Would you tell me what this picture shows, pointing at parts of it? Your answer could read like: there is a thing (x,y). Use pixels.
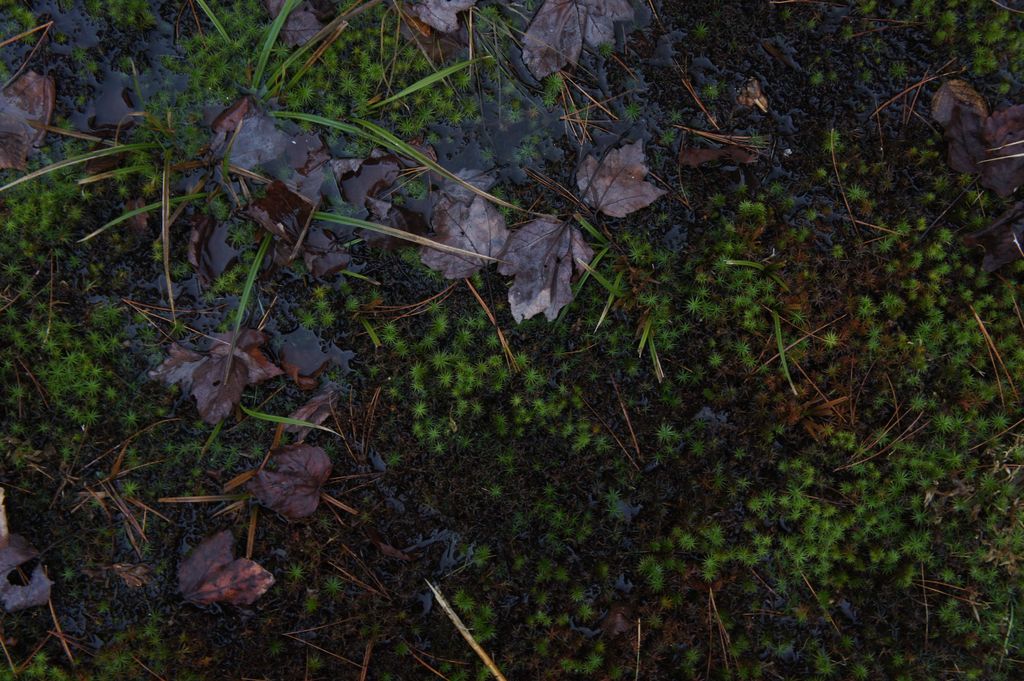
In this image, we can see the ground (379,421). We can see some grass (294,58) and dried leaves (549,12).
